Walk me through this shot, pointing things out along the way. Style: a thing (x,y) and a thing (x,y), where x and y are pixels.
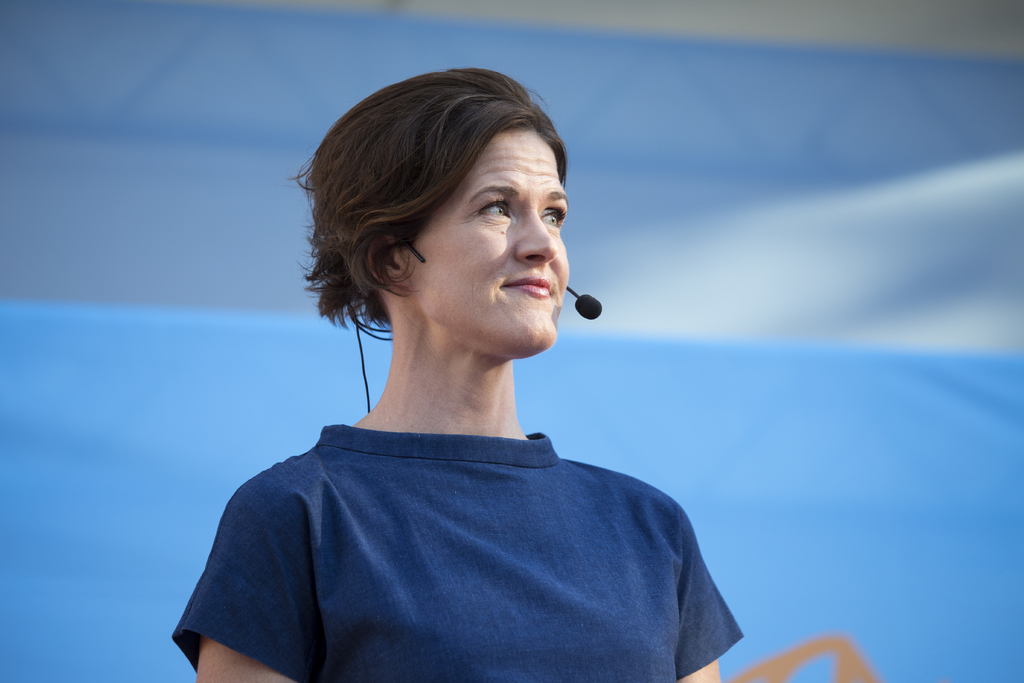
In this image we can see a woman (498,414) wearing a mic (578,315) and in the background (86,323) we can see a banner (353,336) and the wall (779,26).
